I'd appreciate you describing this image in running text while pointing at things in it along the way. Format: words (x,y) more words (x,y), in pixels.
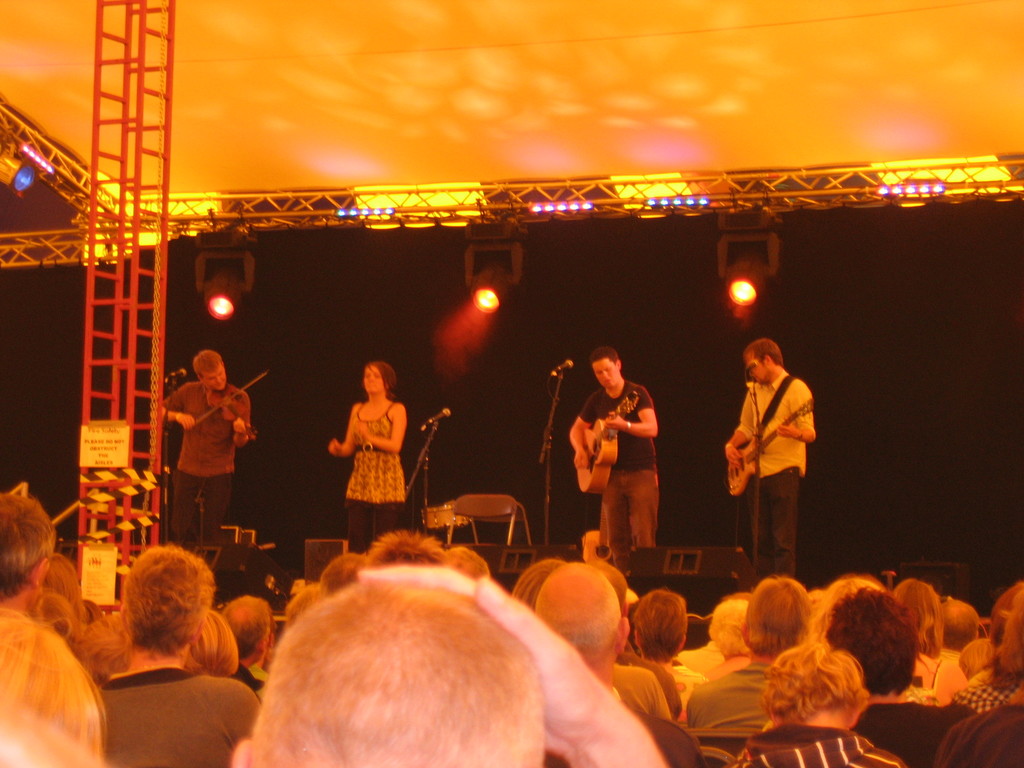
There are group of people (209,489) standing on stage (707,481) playing guitar (761,441) in front of microphone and so many other people (459,697) watching them.
